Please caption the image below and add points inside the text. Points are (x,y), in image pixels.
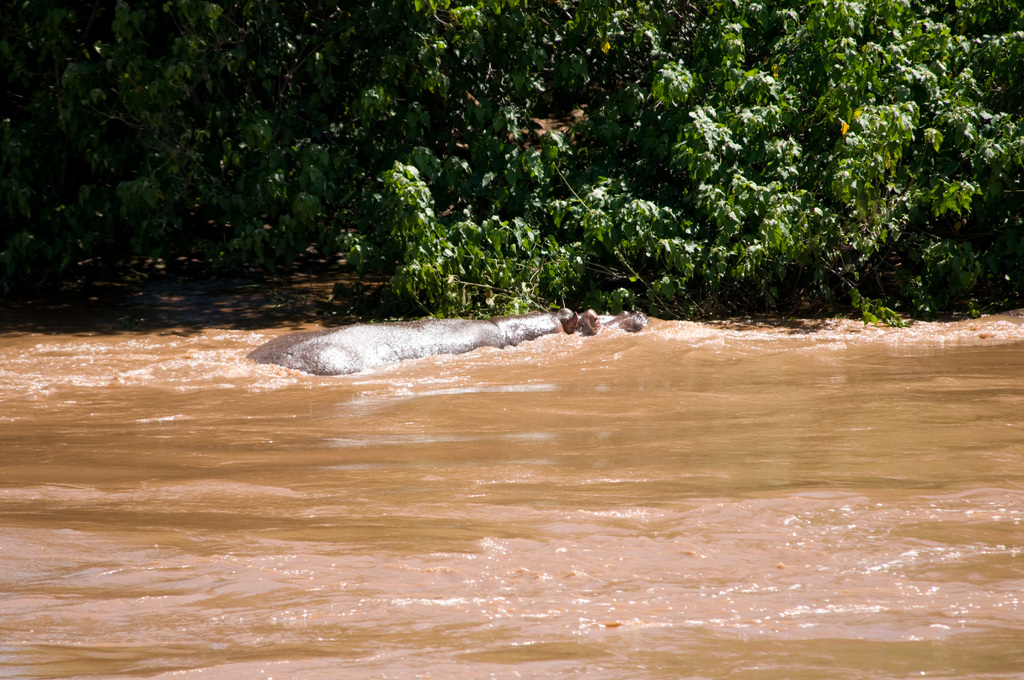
In this image there is a hippopotamus (406,338) in the water (464,369). In the background (505,139) there are trees (420,149).
